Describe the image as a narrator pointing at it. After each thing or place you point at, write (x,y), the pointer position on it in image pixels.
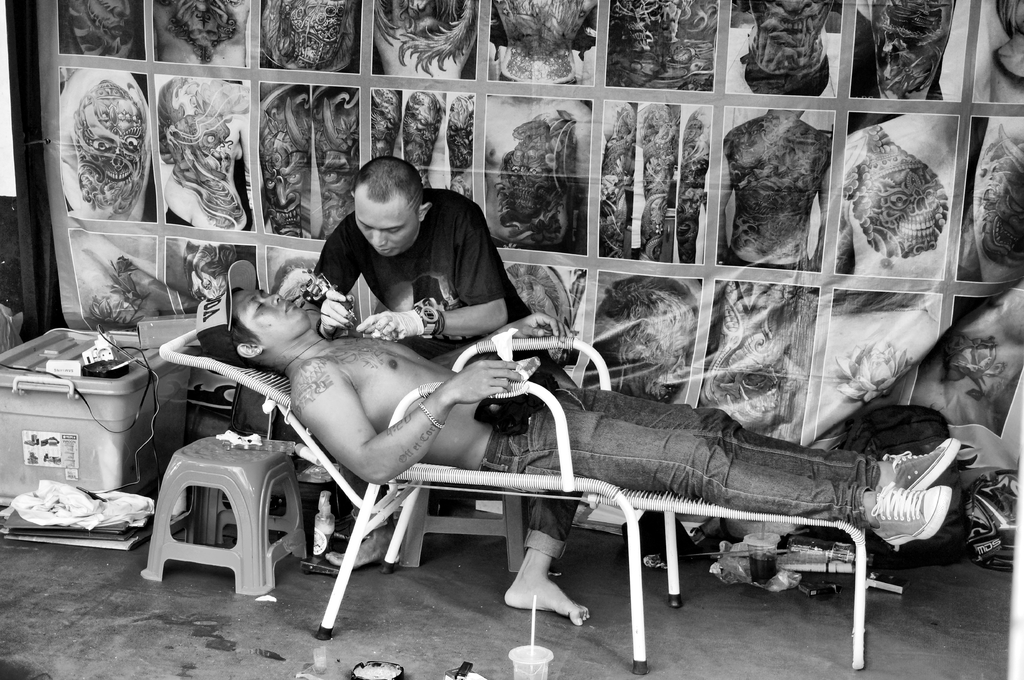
In this image there is a man (487,387) sleeping on the chair (532,390), there is a man (405,296) sitting on the stool (489,494), he is holding an object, there are objects (72,424) on the ground (555,671), there are objects (383,671) towards the bottom of the image (476,668), there is a bag (920,424) on the ground (498,658), there is a banner (709,283) behind the man (359,178).
